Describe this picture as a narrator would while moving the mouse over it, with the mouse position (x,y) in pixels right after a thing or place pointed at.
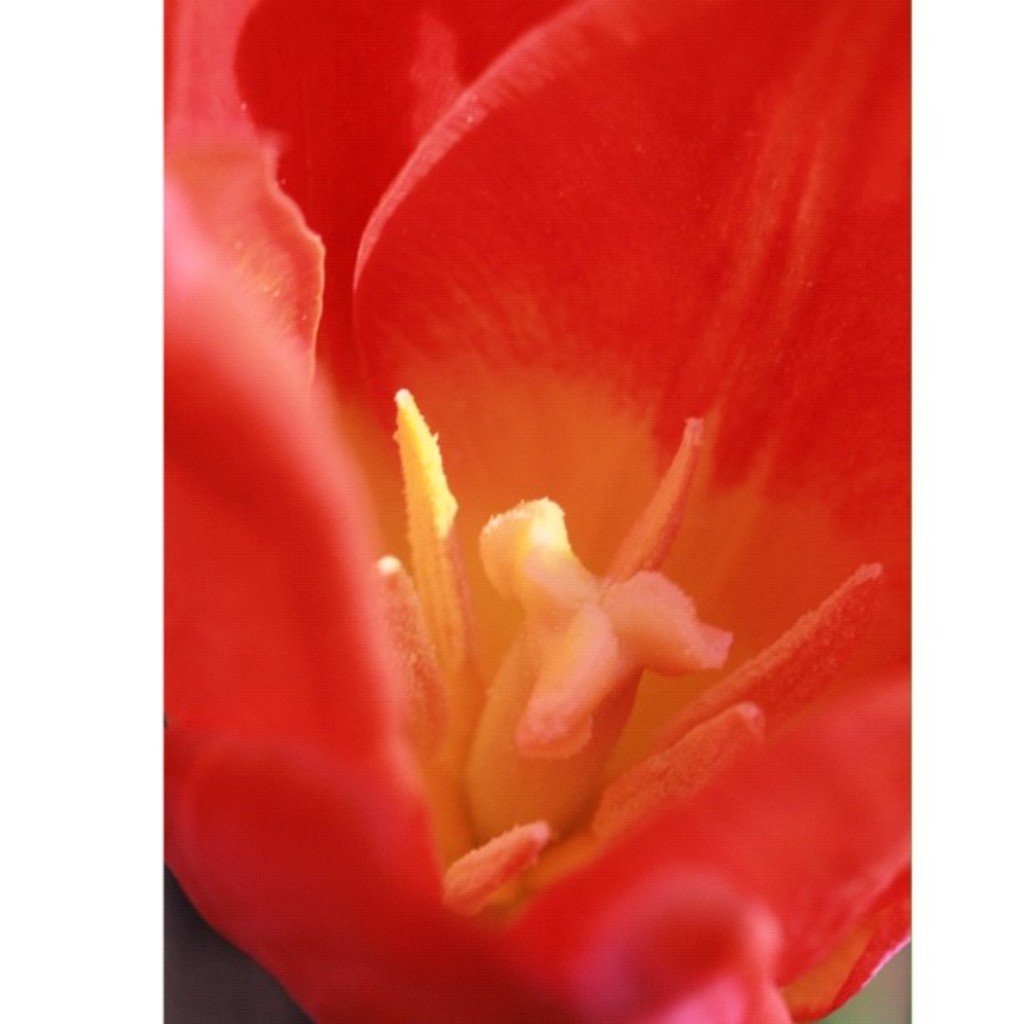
There is a flower (494,450) which is red in color and there is something in middle of it.
